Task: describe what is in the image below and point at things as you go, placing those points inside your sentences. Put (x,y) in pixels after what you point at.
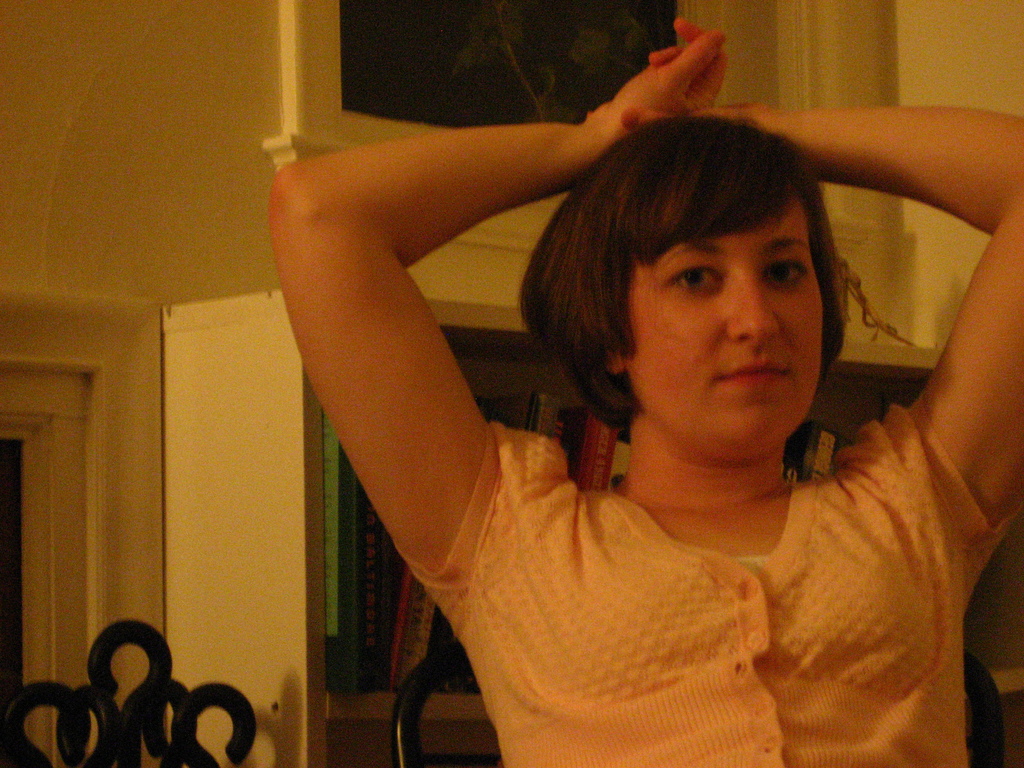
In the image I can see a woman (527,527) holding hands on her head (607,208). In the background (339,609), I can see the books (330,557) on the shelves (293,558).
